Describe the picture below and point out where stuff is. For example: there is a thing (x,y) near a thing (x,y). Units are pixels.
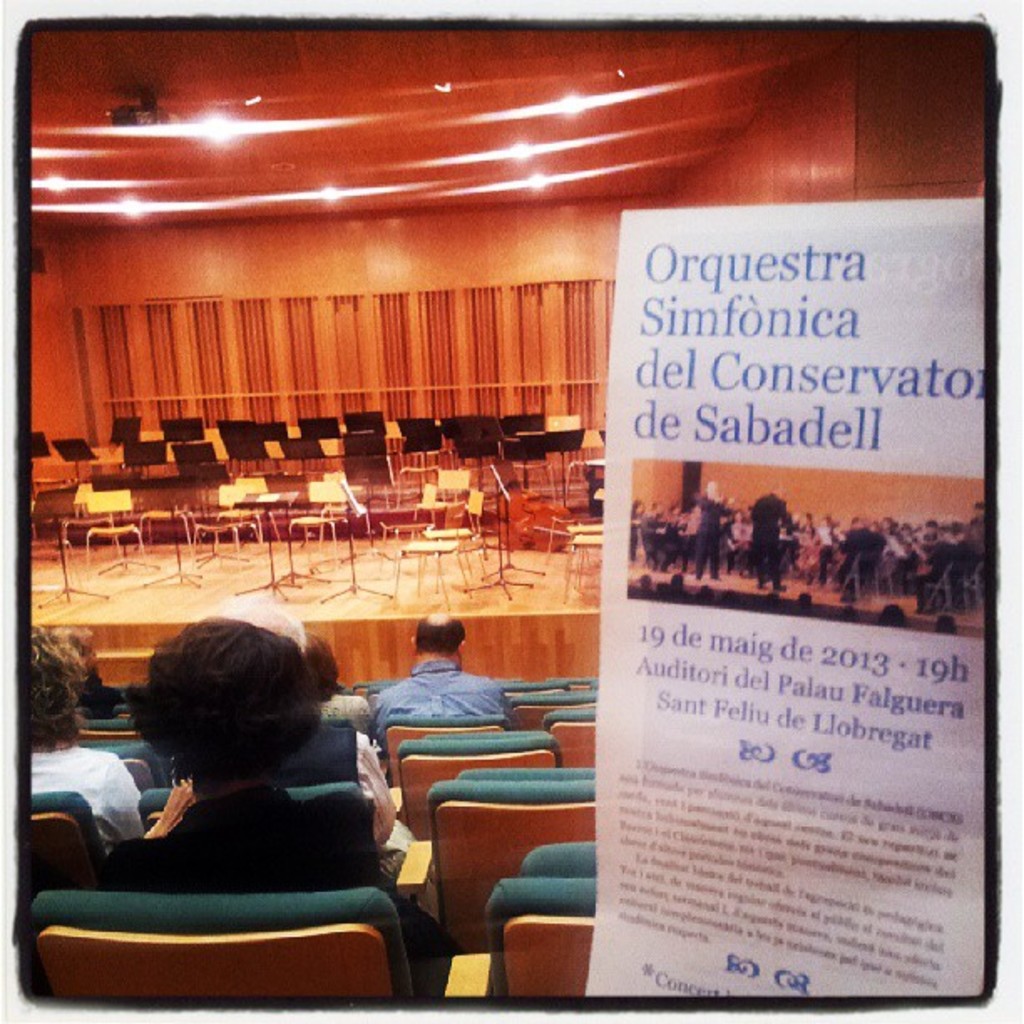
This is a photo and here we can see people (175,757) sitting on the chairs (341,940) and in the background (234,497), there are some other chairs (263,485) and we can see a banner (641,392), lights (143,204) and there is a wall (769,166).
